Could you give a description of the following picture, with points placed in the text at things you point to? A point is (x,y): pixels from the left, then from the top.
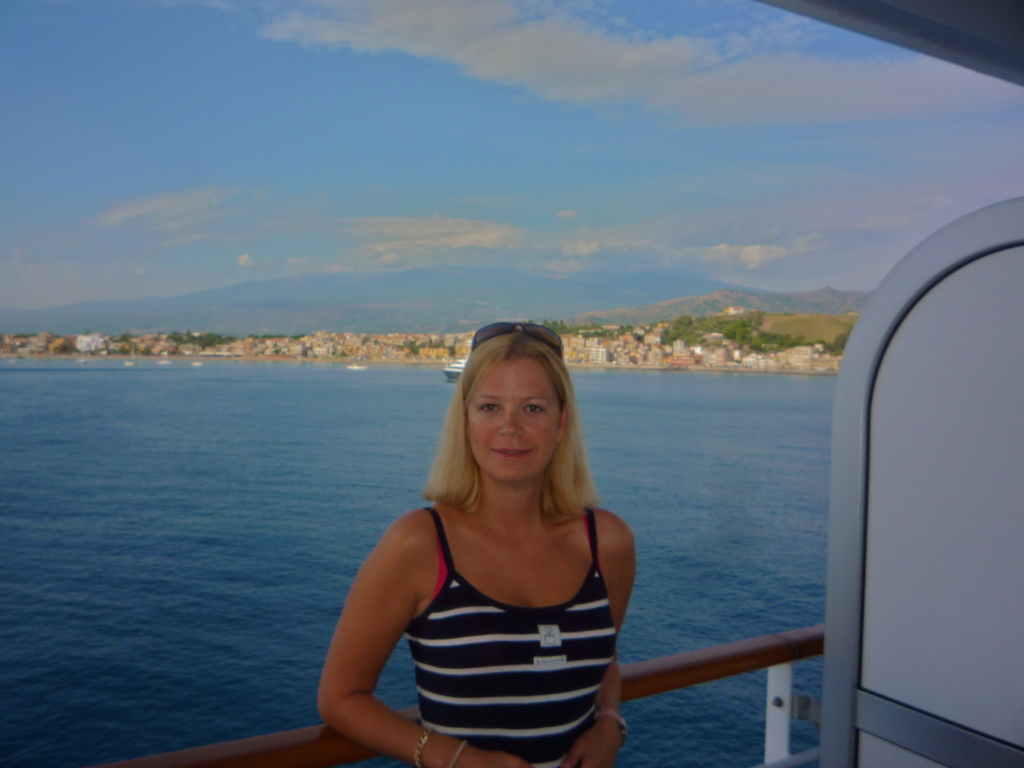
In this picture we can see a woman (479,508) smiling, some objects (1011,300) and at the back of her we can see the water (428,398), buildings (636,361), trees (733,325) and in the background (614,210) we can see the sky (570,148) with clouds (808,105).
